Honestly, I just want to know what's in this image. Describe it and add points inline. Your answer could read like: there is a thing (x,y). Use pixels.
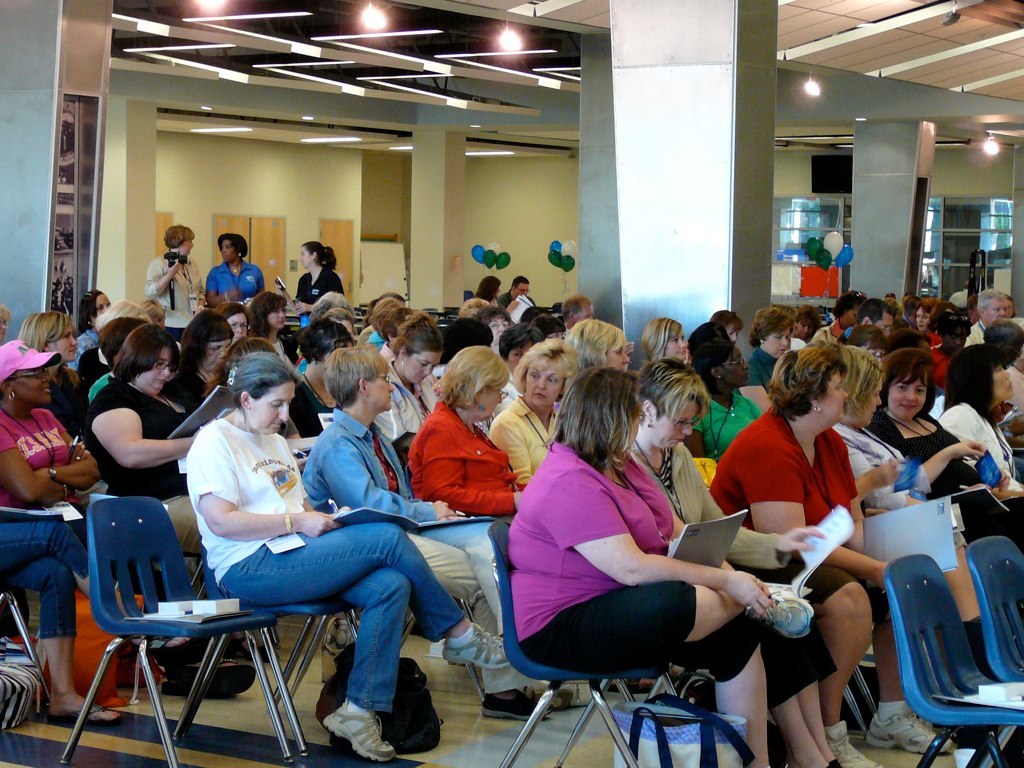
In this image I can see number of people (1020,535) are sitting on chairs (102,573). In the background (175,306) I can see few of them are standing.
